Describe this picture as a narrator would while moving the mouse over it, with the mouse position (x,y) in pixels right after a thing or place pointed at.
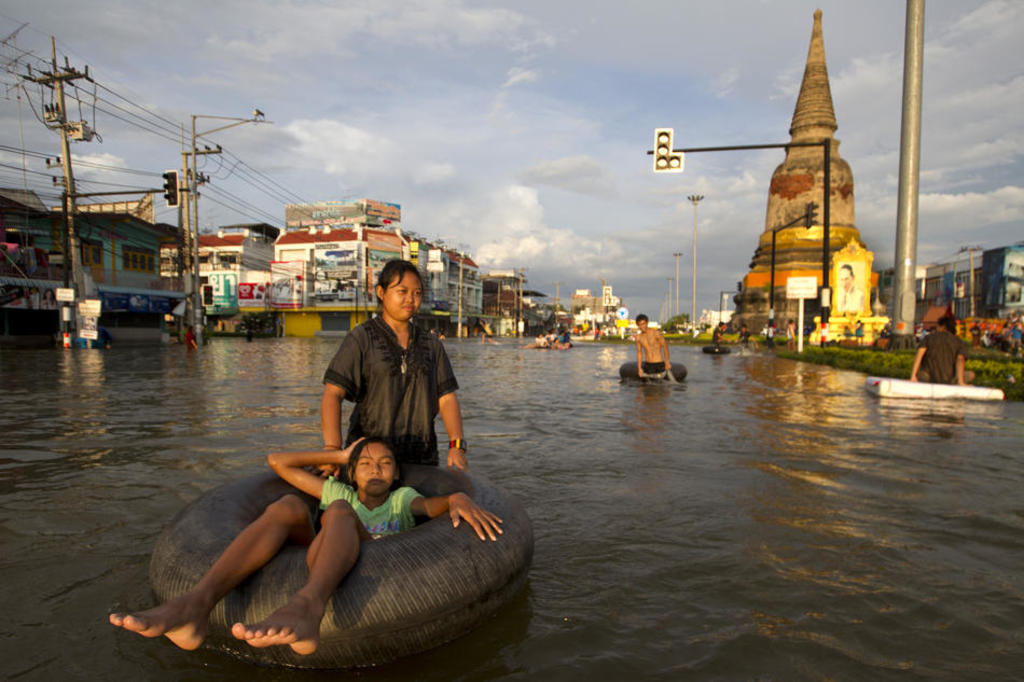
In the center of the image (390,453) we can see people (452,504) sitting in the tyres (395,597). There is water (620,571). We can see a lady (393,386) standing. In the background (104,274) there are buildings (105,265), poles (183,167), traffic lights (663,145), boards (841,292) and sky (645,207).
